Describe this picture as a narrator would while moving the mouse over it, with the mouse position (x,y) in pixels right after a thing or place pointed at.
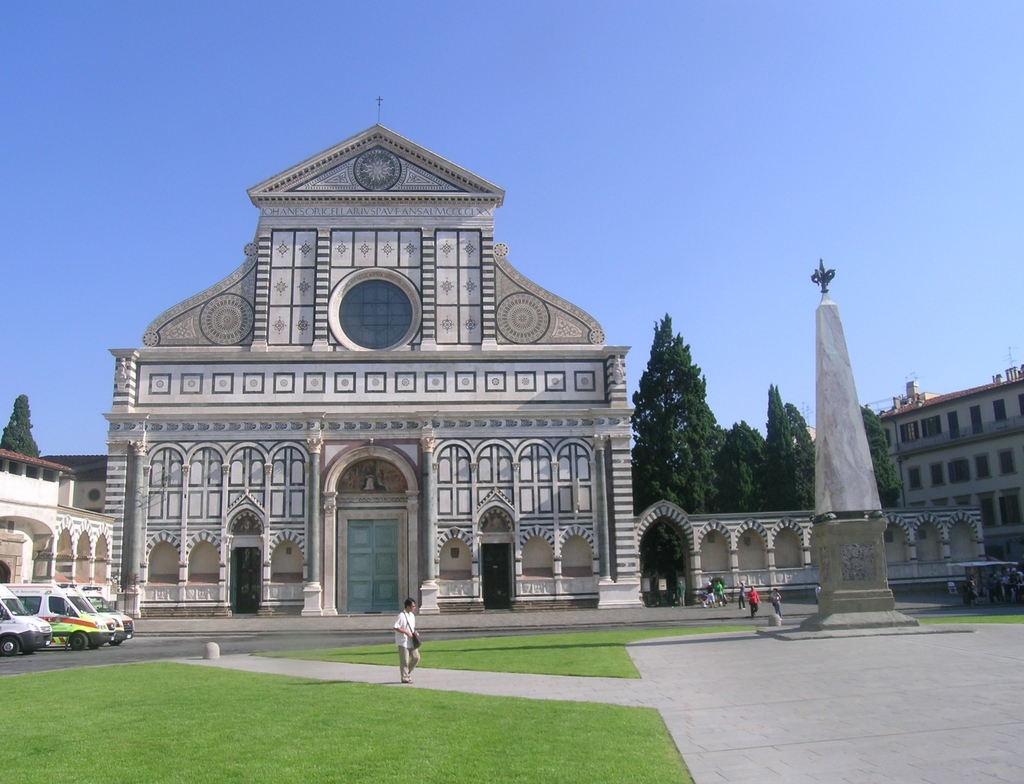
There is a building (491,496) and there are few persons (411,641) in front of it and there are few vehicles (92,611) in the left corner (62,613) and there are trees (871,441) and a obelisk (851,467) in the right corner (746,450).
